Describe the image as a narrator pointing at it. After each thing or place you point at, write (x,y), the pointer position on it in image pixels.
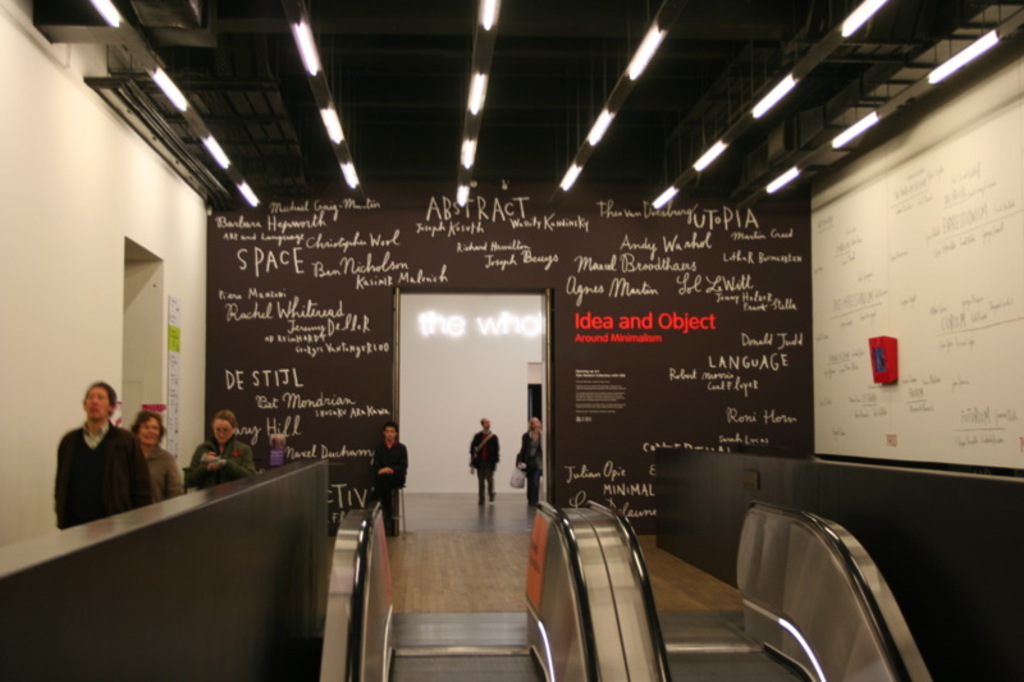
In this image in front (522,628) there is a escalator (506,617). There are people (541,470) walking on the floor (478,538). In the background of the image (586,236) there is a wall (412,247) with some text (299,311) on it. On top of the image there are lights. There is a door (534,402).
